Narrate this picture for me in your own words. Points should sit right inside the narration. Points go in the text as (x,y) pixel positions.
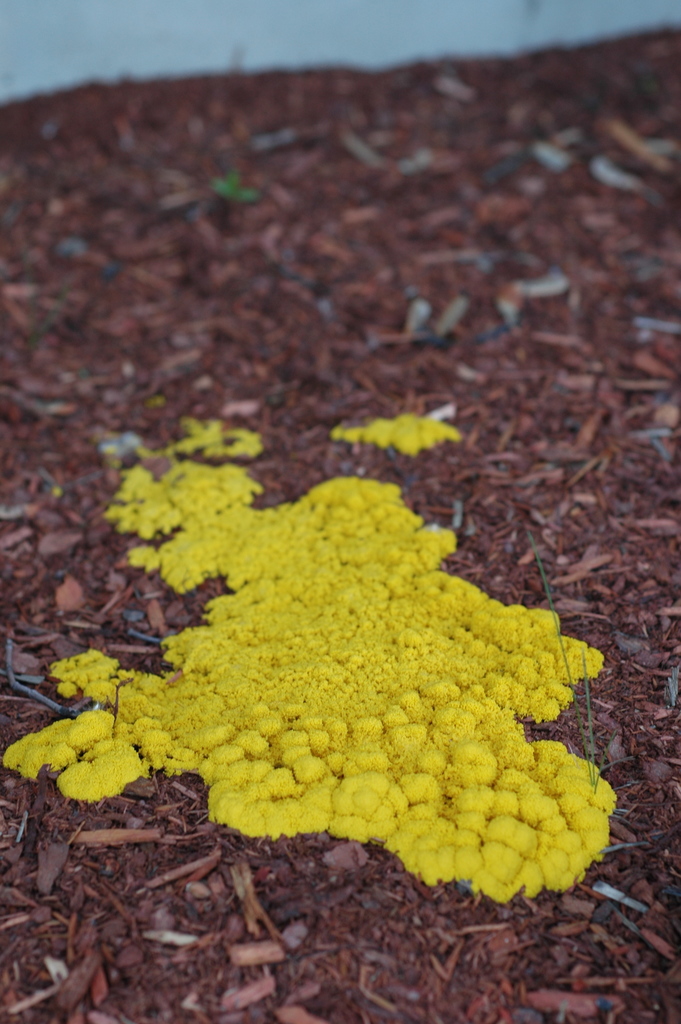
In the foreground of this image (254,782), there is yellow color substance (303,713) on the ground (174,333).
